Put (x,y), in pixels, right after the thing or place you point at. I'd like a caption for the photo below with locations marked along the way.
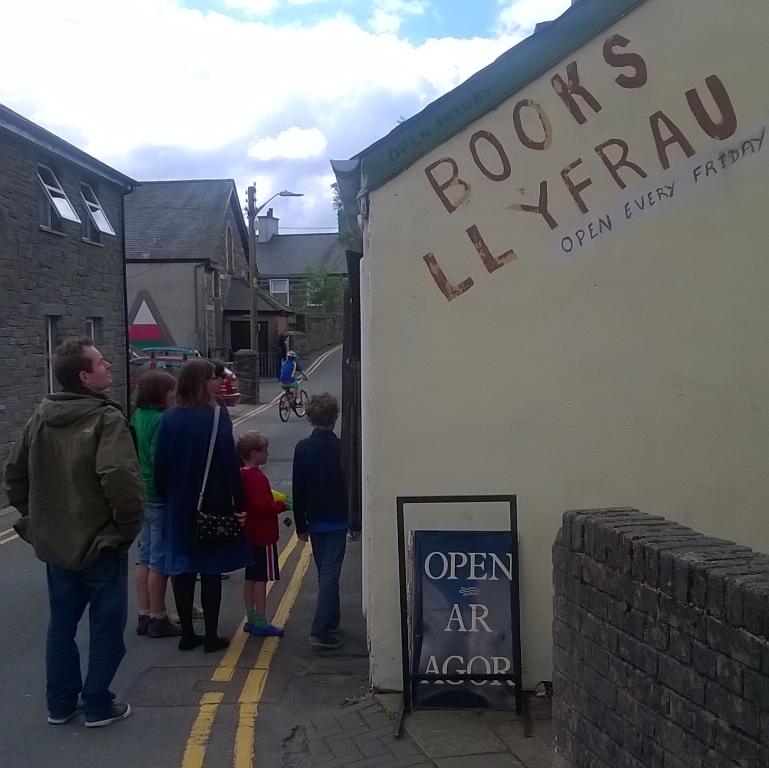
In the foreground (215,475) I can see a group of people (95,468) are standing on the road (295,611), wall fence (662,605), buildings (195,338), light poles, tree (319,277) and a person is riding a bicycle (305,404) on the road (259,424). At the top (278,78) I can see the sky (302,114). This image is taken may be during a day.
